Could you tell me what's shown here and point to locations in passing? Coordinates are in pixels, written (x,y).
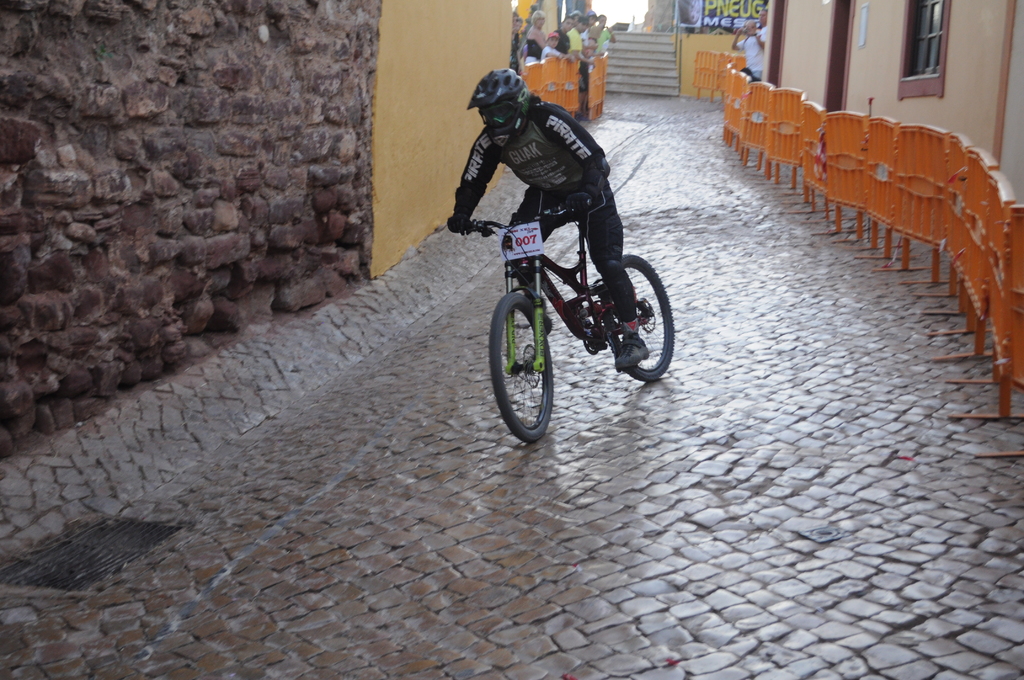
In this image we can see this person (477,190) wearing helmet (507,99) and shoes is riding the bicycle (517,411) on the slope road (576,479). Here we can see fence (816,171), stone wall (208,196), people (541,15) standing here, stairs (652,57), building (817,56) and the banner (697,9) in the background (683,47).
